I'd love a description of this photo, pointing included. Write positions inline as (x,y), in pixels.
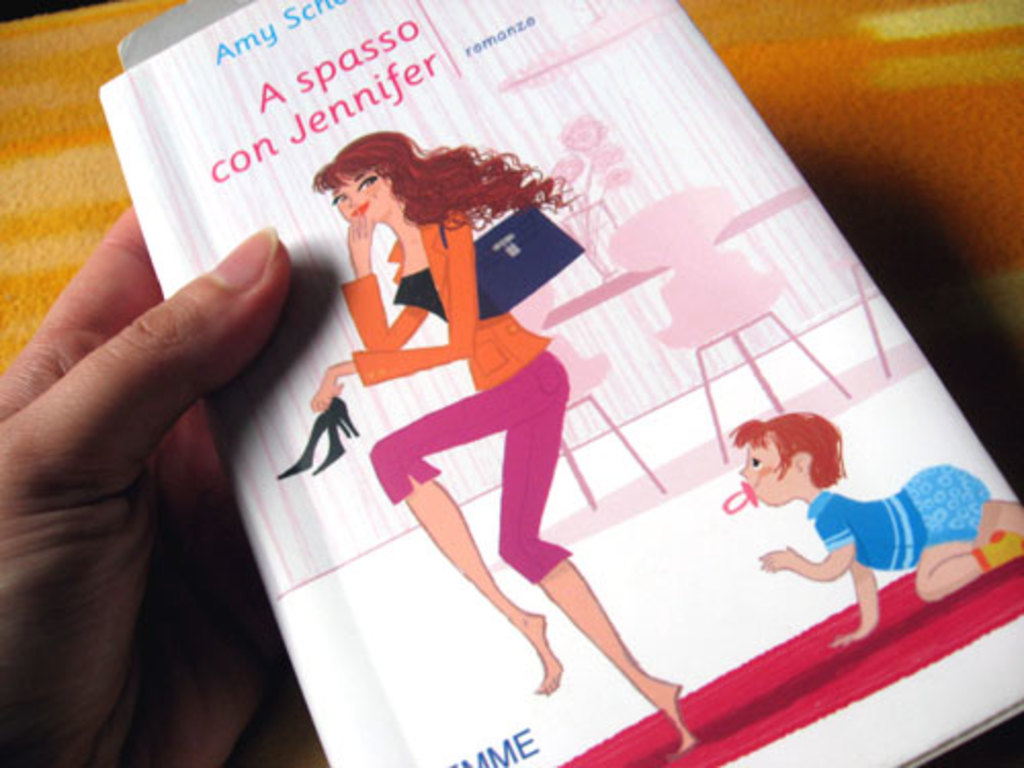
In this image we can see a person's hand (111,579) holding a book (565,391). At the bottom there is a cloth (953,176).
